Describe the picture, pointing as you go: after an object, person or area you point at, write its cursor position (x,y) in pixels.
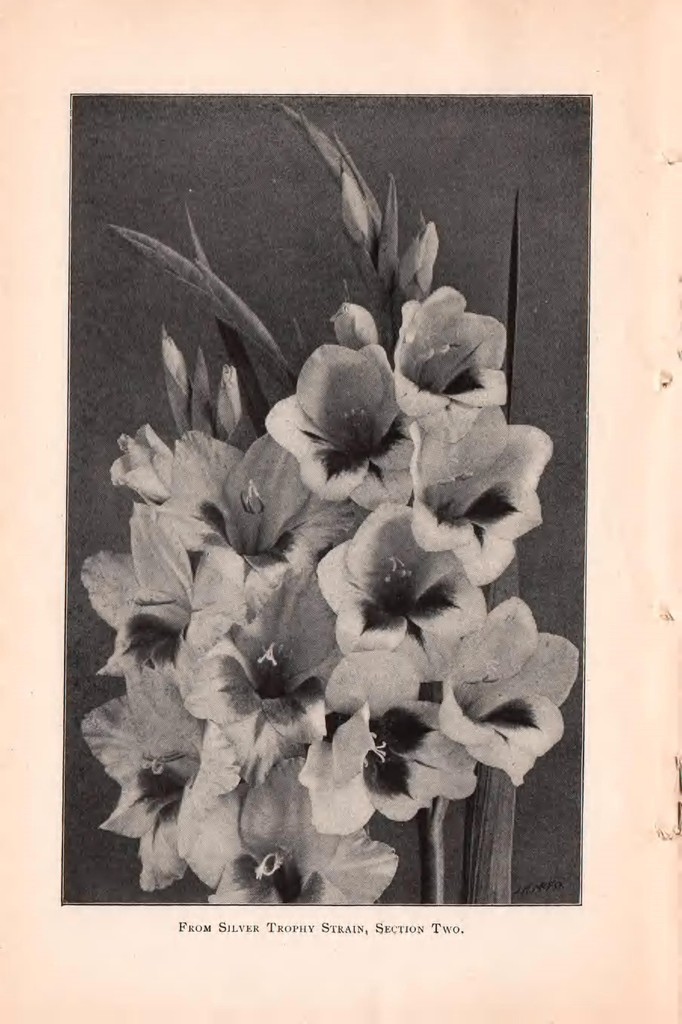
This is a black and white photo. In the center of the image (238,672) we can see the flowers (313,630), leaves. At the bottom of the image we can see the text (197,928).
